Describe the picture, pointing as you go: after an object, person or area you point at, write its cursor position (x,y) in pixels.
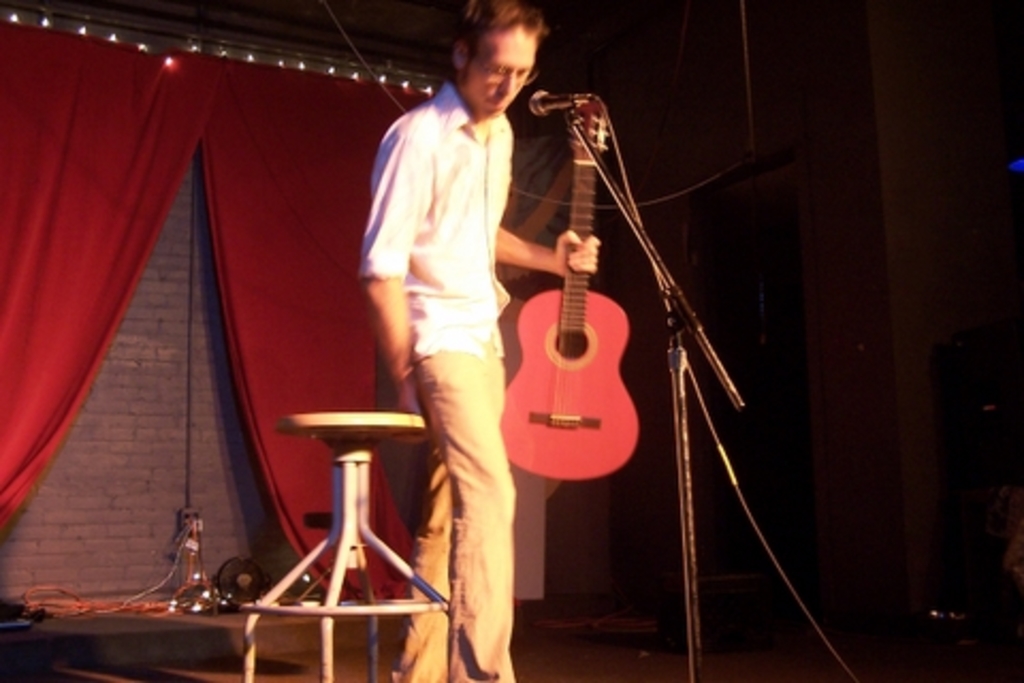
In this image in the center (401,353) there is one person (445,307) who is standing and he is holding a guitar (587,166). In front of him there is a mike (548,109) and stool (374,421), and in the background (355,334) there is a curtain (281,197), wall (652,151) and on the right side (958,466) there are some objects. At the bottom (116,608) there is floor (133,618), on the floor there are some wires (76,603). And in the background (155,50) there are some lights (168,64).
